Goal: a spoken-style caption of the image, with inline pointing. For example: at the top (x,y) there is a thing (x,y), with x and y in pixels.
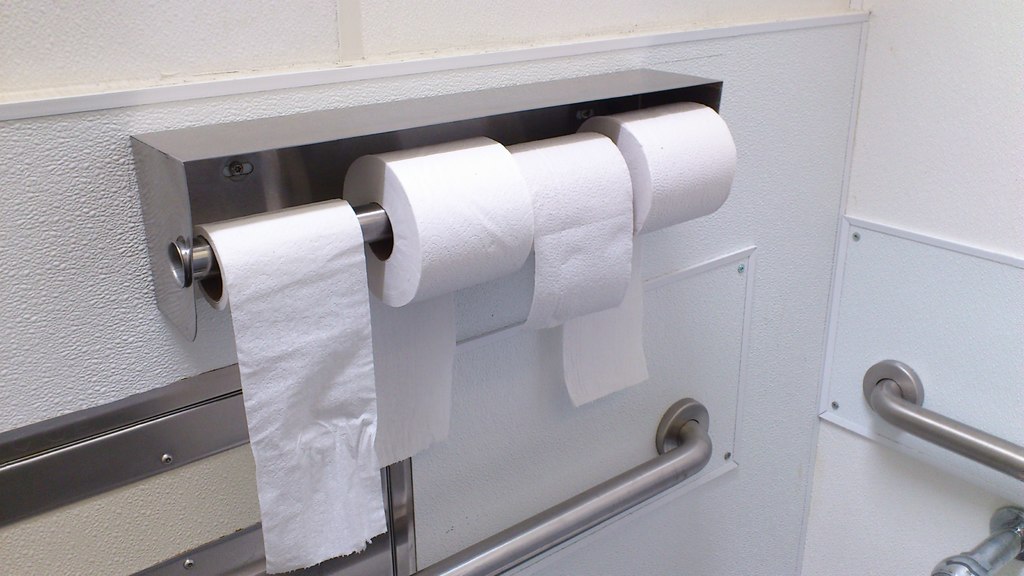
In this picture we can see four tissue rolls (563,201) here, at the bottom (992,447) there are two rods (989,435), we can see a wall (912,177) in the background (912,156).
